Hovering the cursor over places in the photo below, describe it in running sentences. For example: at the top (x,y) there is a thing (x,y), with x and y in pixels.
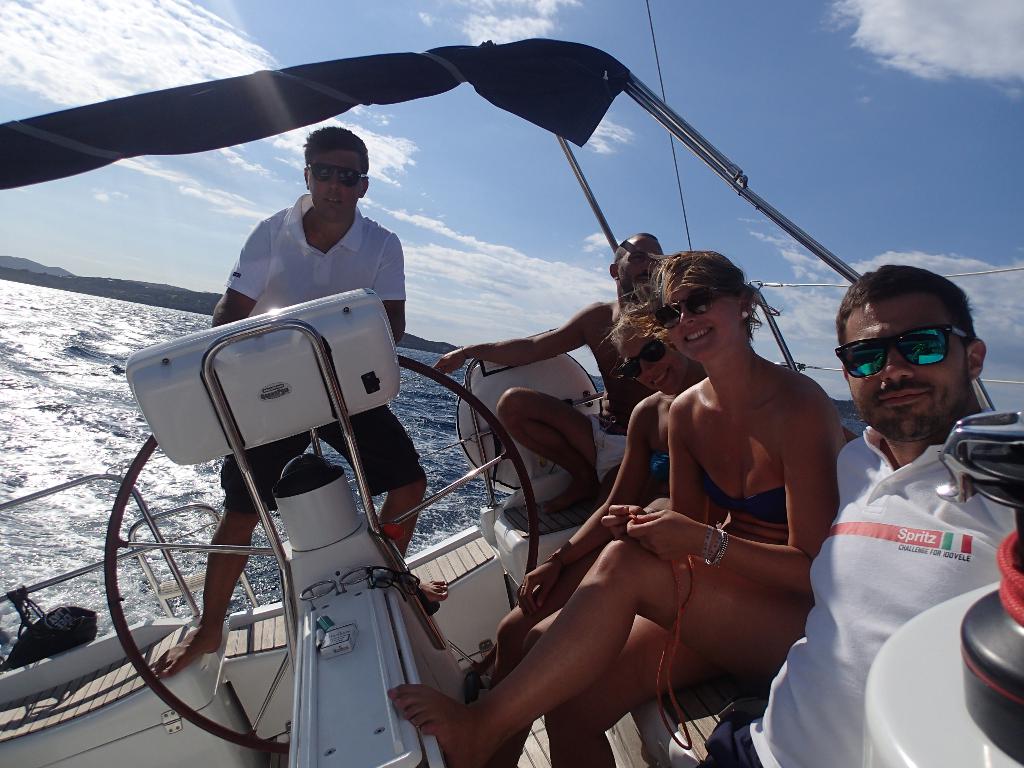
In this image I can see people (437,367) where few are sitting and one is standing. I can see most of them are wearing shades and I can see two of them are wearing white dress (381,296). In the background (72,521) I can see water (480,492), clouds (428,283) and the sky (542,236). Here I can see smile on few faces (902,358).
